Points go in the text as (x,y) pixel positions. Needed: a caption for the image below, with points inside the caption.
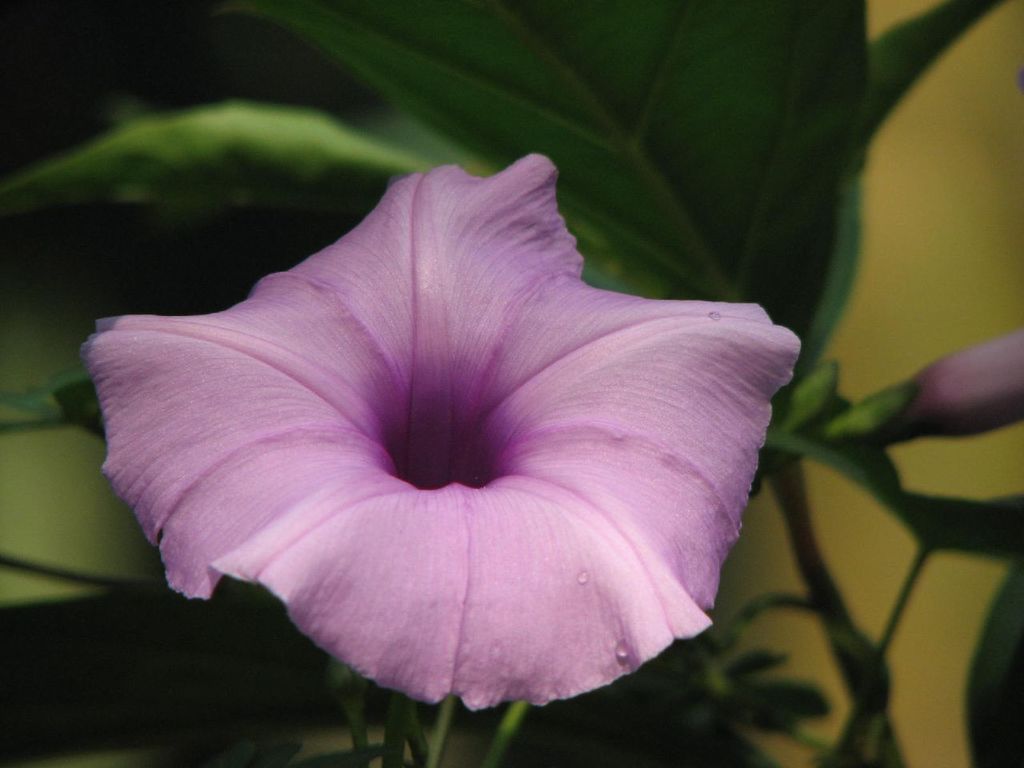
In this image we can see the flower (466,443), stems (451,712) and also leaves (573,116).
